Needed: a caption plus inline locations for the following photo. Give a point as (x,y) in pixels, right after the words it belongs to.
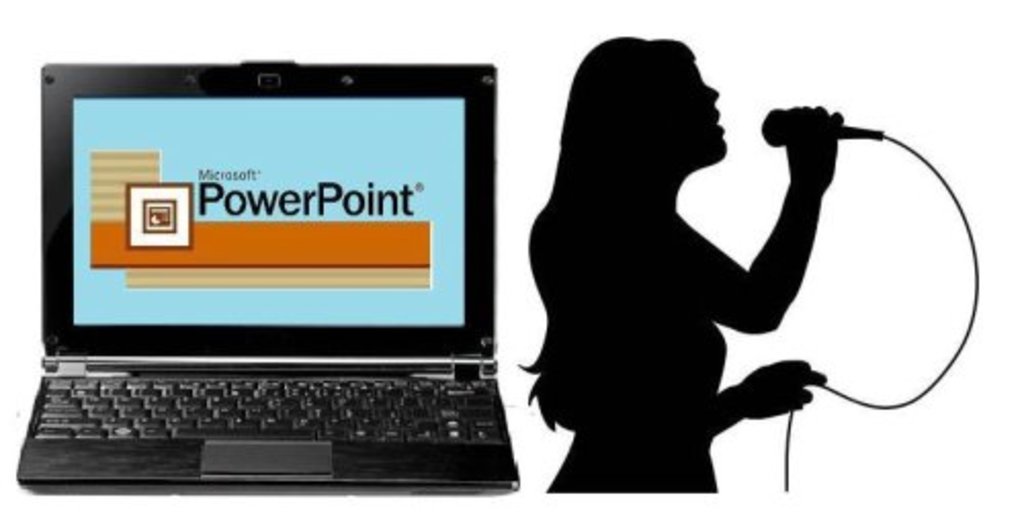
In this poster a woman (622,312) is singing and holding a mic (861,132). This is laptop (156,355).
